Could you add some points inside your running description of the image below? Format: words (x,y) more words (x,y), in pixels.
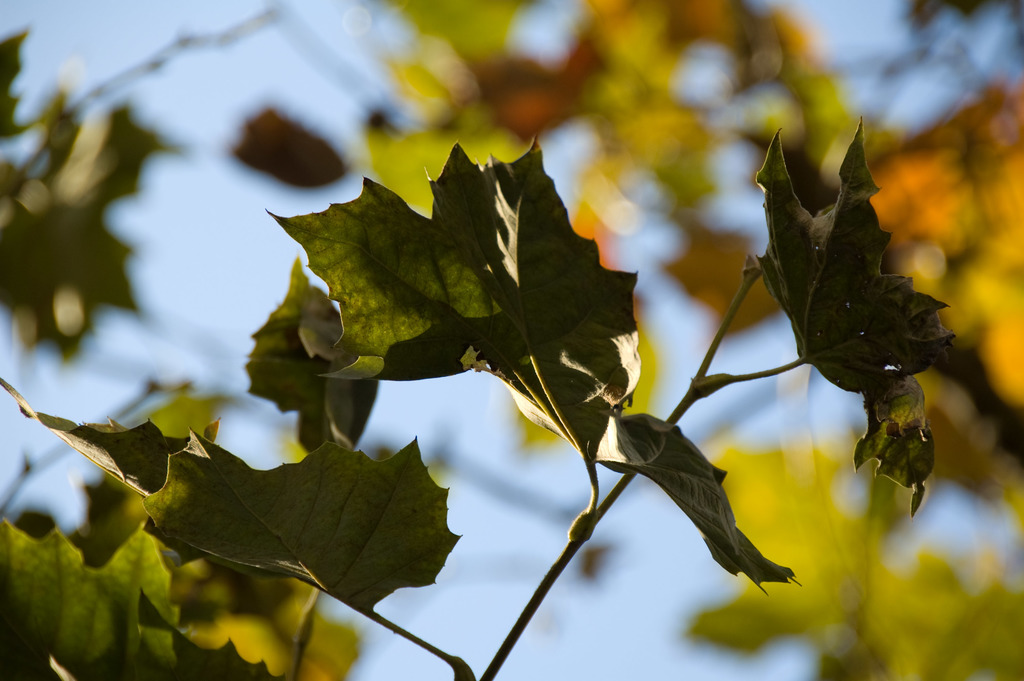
In this picture we can see leaves (438,501) and stems (552,584). Behind the leaves (354,271) there is a sky (264,254).
